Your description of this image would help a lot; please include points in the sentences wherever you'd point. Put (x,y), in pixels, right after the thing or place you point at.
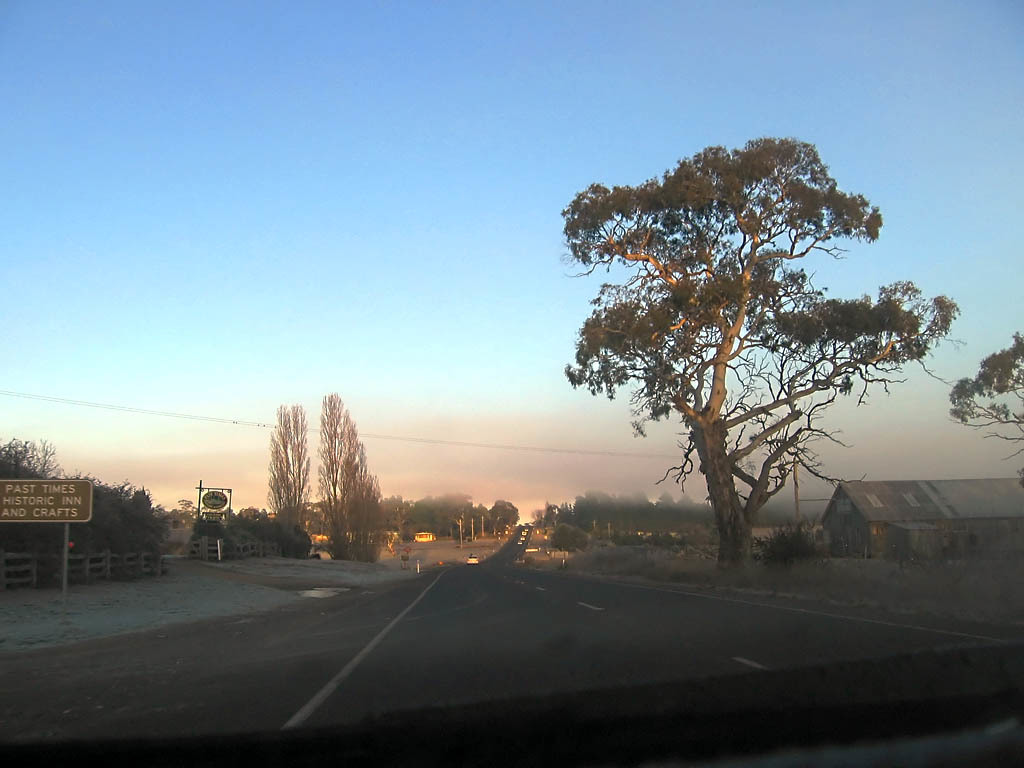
In this image, we can see the ground (183,571). We can see some vehicles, trees (370,528). There are a few poles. We can see a plant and a house (880,492) on the right (878,542). We can also see a wire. We can see the fence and some boards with text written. We can see an object (888,684) on the bottom (937,720). We can also see the sky (807,13).
